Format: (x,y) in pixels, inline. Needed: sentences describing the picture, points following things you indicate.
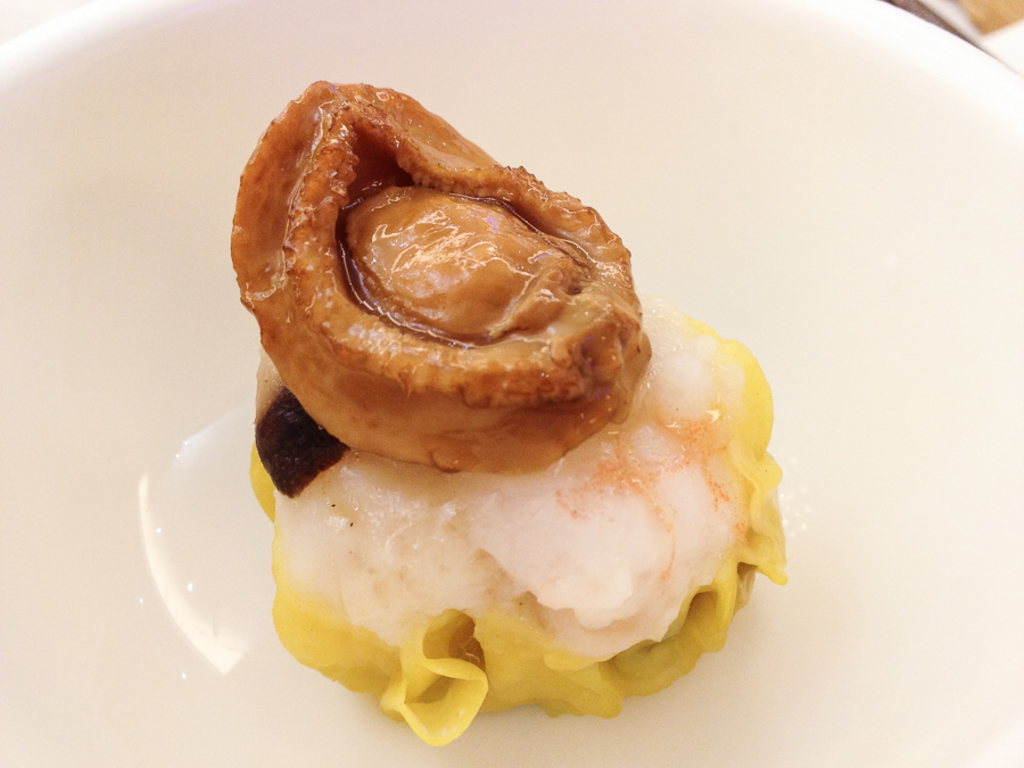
In this image we can see some food items (413,207) on the plate (140,192).
